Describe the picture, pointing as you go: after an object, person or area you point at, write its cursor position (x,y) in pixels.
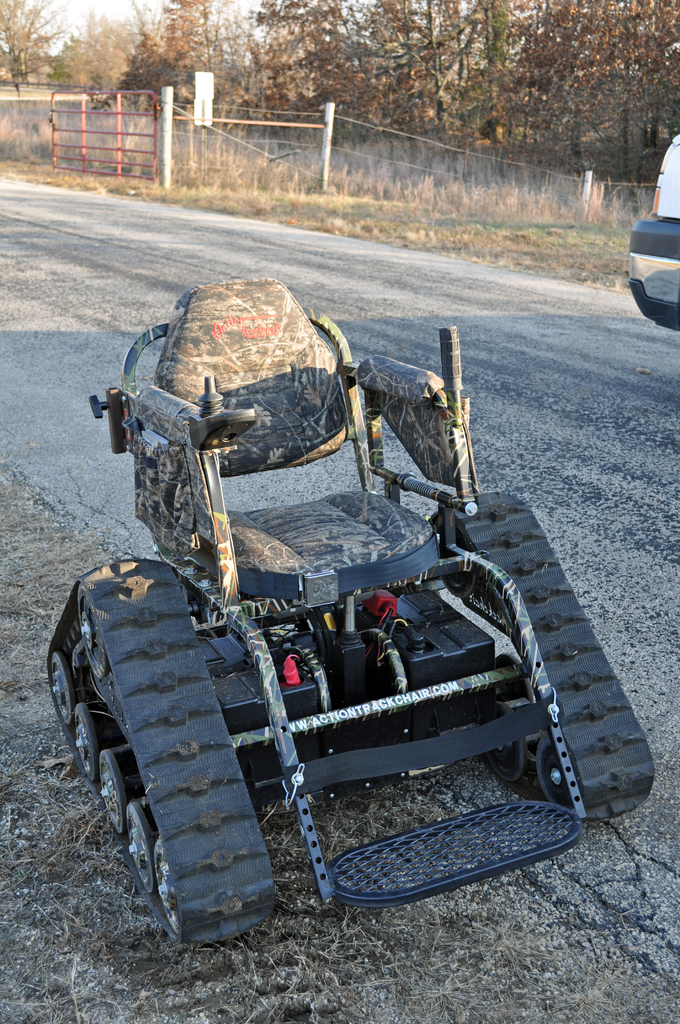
There are vehicles (232,352) on the road (24,420), these are trees (443,70).
